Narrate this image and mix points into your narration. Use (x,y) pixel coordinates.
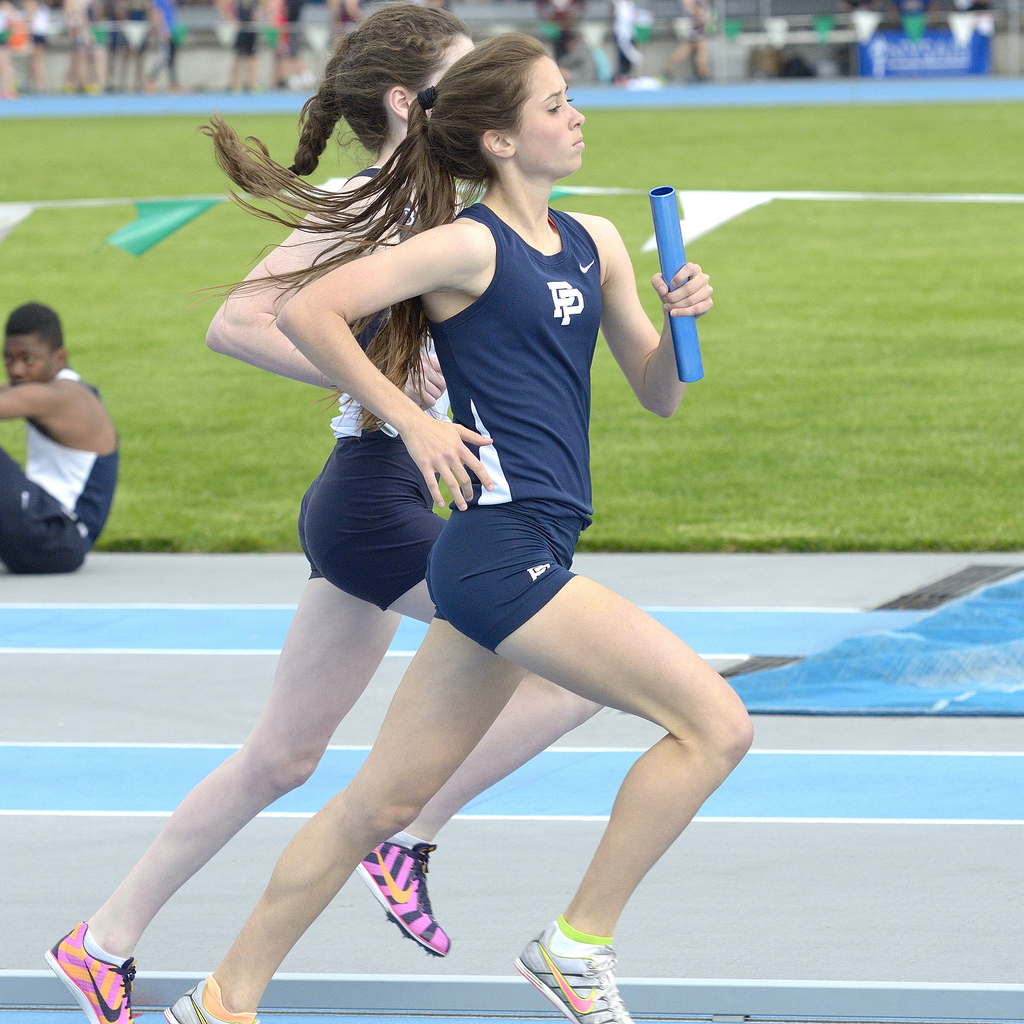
In this picture we can see two women (628,359) running. In the background (900,62) we can see a blue board (940,52), paper flags (867,21) and people (42,11). Here we can see a man (7,338) sitting on the floor (149,556). Here we can see grass (837,438).
